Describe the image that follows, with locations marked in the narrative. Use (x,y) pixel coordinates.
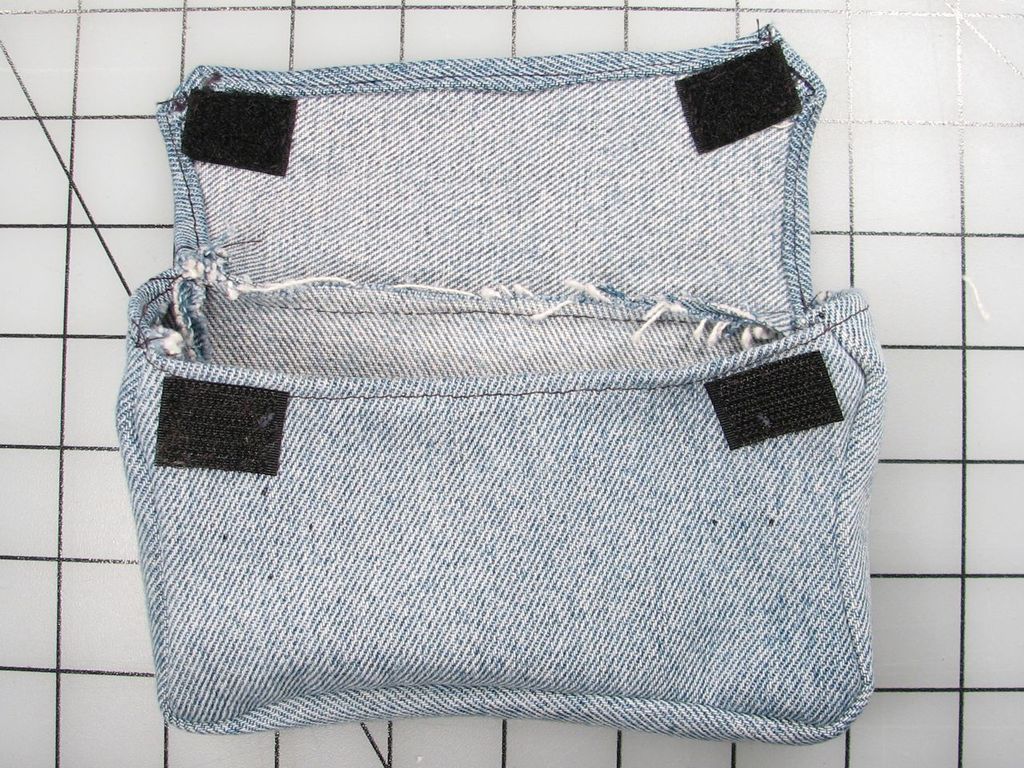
In this image we can see a hand purse (492,501), the background (971,99) is white.
